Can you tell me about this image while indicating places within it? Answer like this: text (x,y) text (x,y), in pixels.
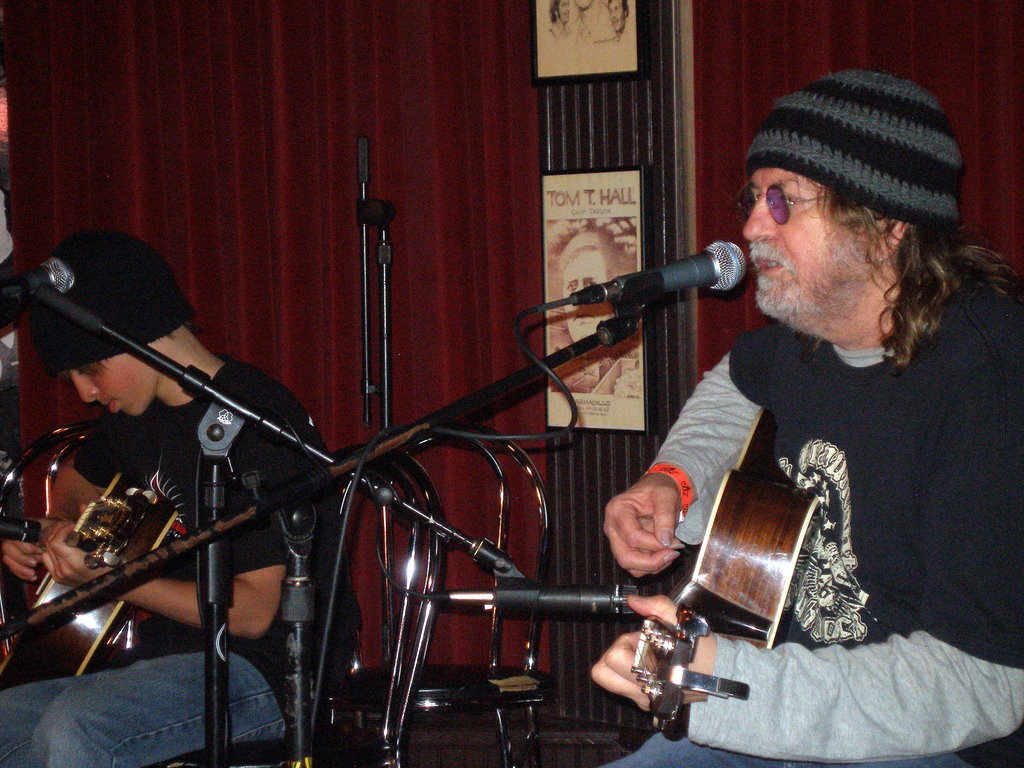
In this picture we can see two persons (672,462) are sitting on the chairs (401,654). They are playing some musical instruments (748,546). And these are the mikes (69,286).
